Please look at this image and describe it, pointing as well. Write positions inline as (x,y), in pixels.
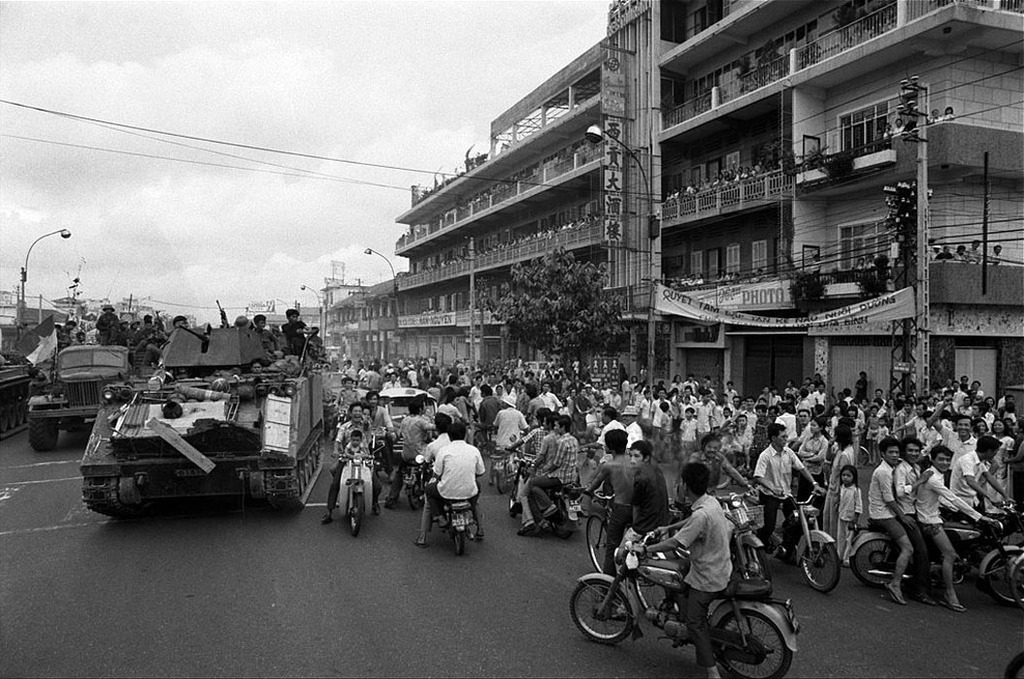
This is a black and white image. In this image we can see people (528,416) walking on the road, people (914,481) sitting on the motor vehicles (365,481), military tankers (180,375) and person (138,347) standing on the tanker (237,405), street poles (27,266), street lights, buildings (792,154), electric poles (889,220), electric cables (876,255), advertisements (891,304), trees (541,295) and sky (380,71) with clouds (380,219).
